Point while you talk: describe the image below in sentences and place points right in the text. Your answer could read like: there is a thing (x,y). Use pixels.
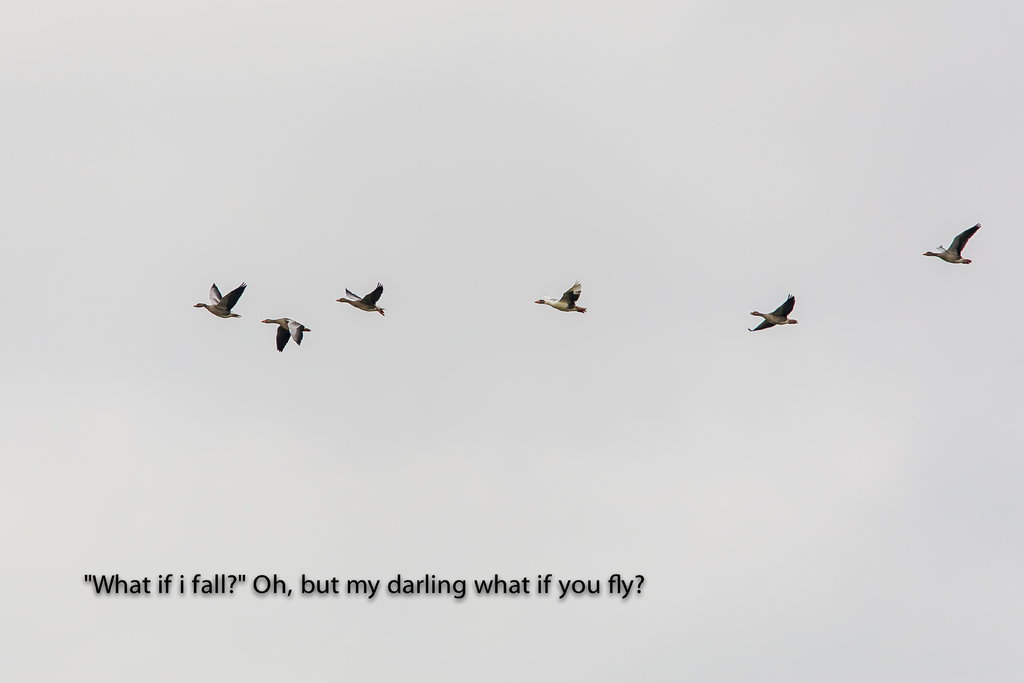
In this image we can see birds (536,301) flying in the sky (309,373). At the bottom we can see texts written on the image.
